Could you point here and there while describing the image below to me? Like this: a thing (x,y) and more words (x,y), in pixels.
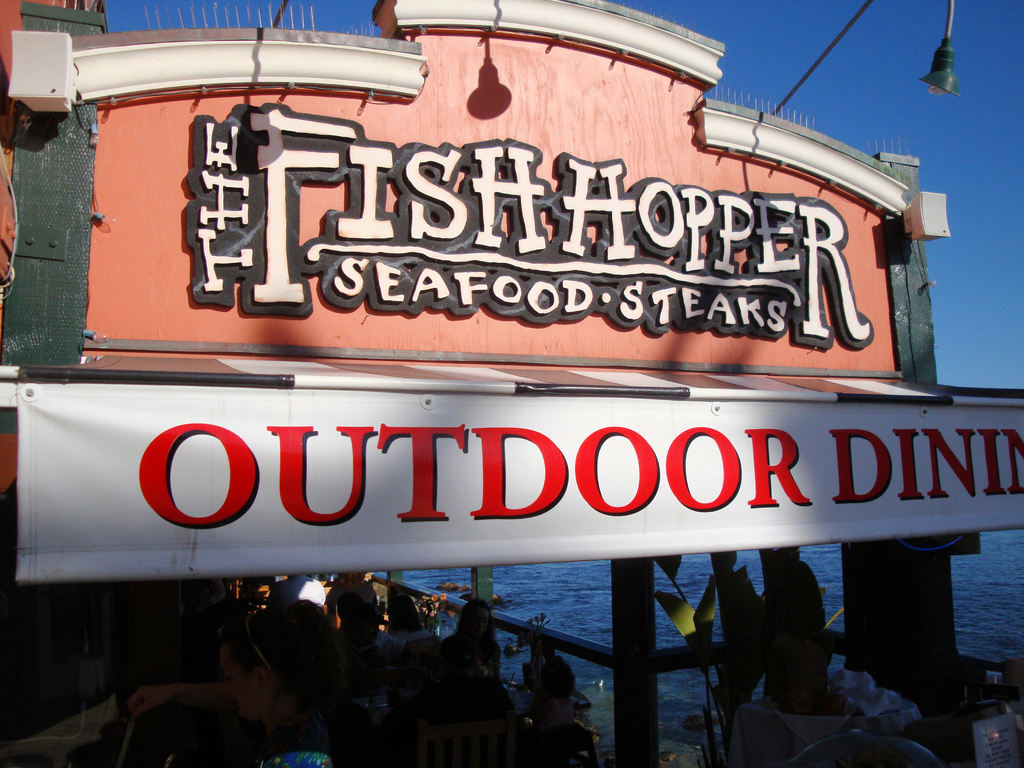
In this picture we can see arch (397,146) on which we can see some words (616,203), down we can see banner (594,411) and we can see few people (463,666) are sitting down.
